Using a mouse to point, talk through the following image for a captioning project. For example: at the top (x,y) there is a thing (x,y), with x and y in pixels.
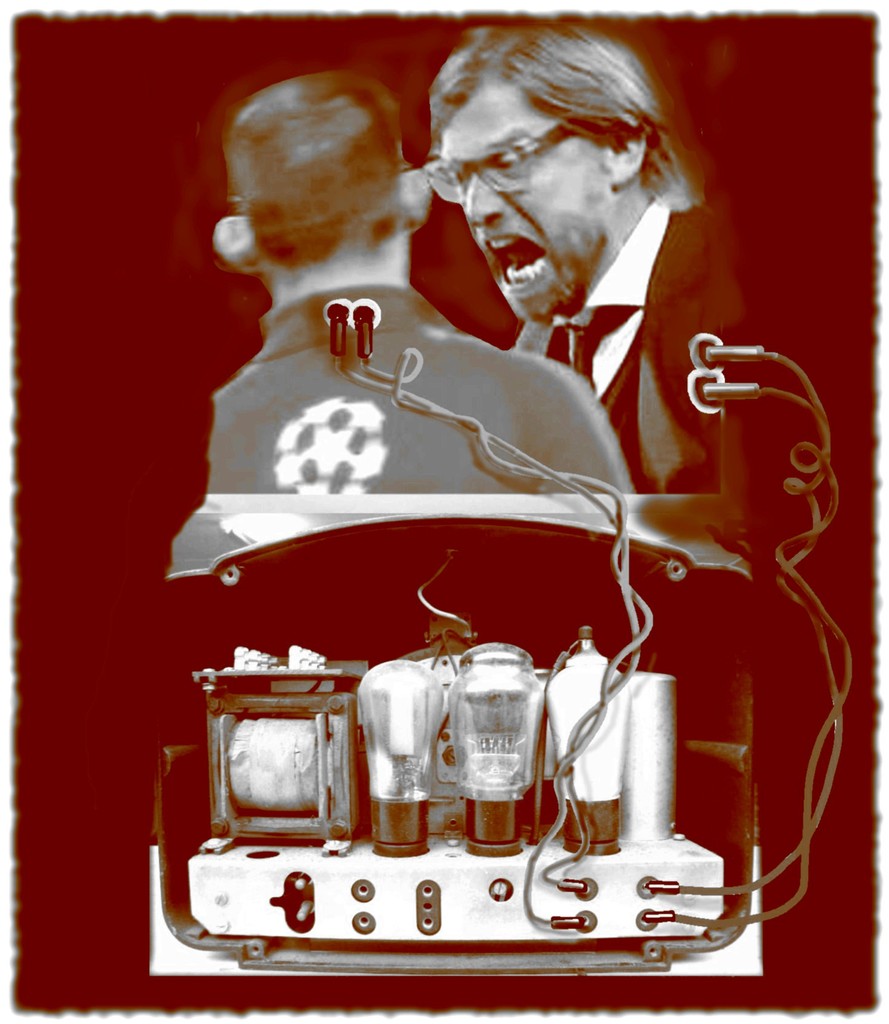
In this image we can see the electrical instruments (464,517). And we can see two people (391,214) in the animated image. And we can see the dark background (443,268).
